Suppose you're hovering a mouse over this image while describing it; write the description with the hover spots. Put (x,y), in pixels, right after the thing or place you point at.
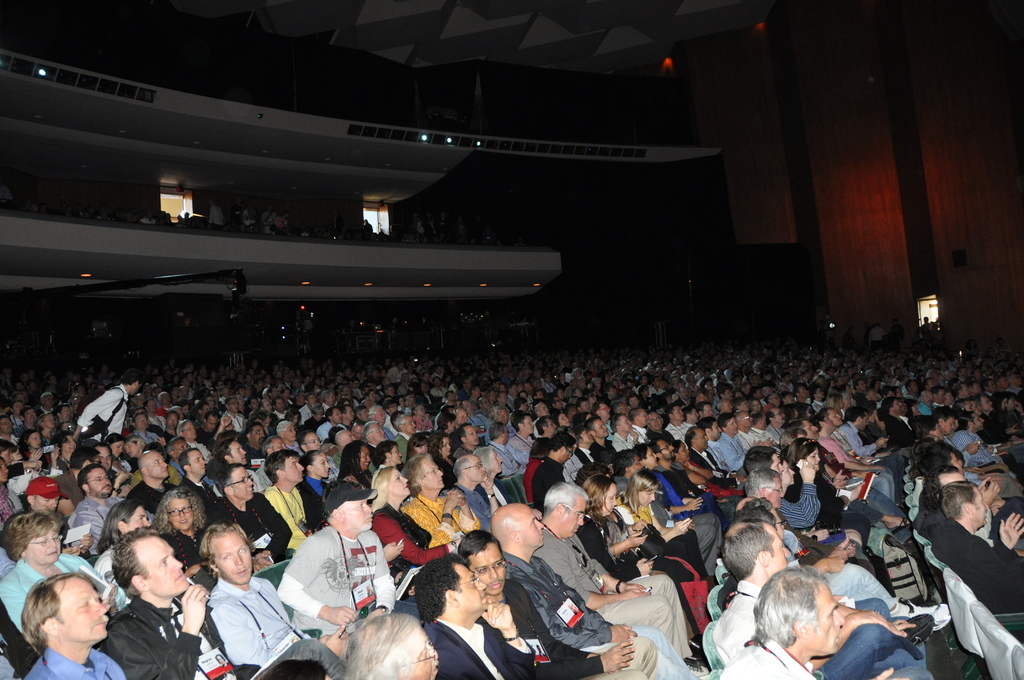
It is looks like an auditorium (787,421). There are so many people (559,566) are sitting on the chairs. Background (796,189) there is a wall (782,192). Here we can see few people (100,432) are standing. Top of the image (610,28), there is a roof (461,24).
